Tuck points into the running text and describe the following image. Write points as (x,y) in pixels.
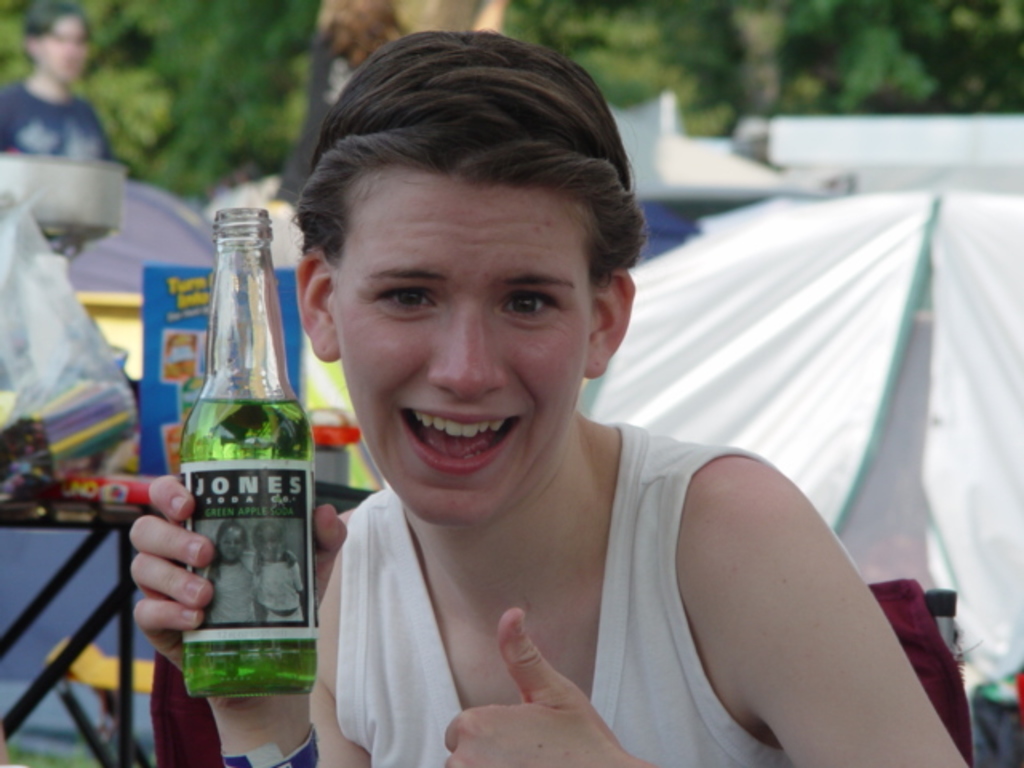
In this image we can see a person (476,529) holding a bottle (233,571) with label (308,623) in their hand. We can see few things (808,245), persons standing and trees (803,63) in the background (767,63).
